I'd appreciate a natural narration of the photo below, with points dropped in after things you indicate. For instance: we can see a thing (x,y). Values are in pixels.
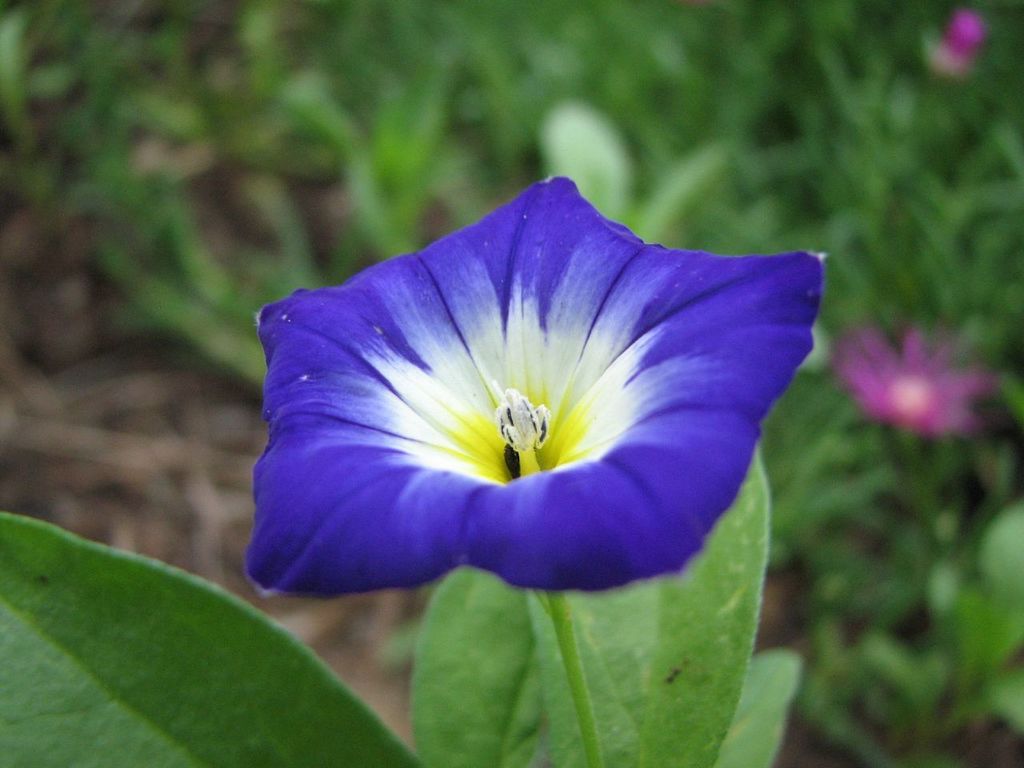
In the foreground of the picture (610,584) there are leaves (633,646) and a flower (560,323). The background (15,136) is blurred. In the background (780,112) there are plants (659,181) and flowers (954,390).
